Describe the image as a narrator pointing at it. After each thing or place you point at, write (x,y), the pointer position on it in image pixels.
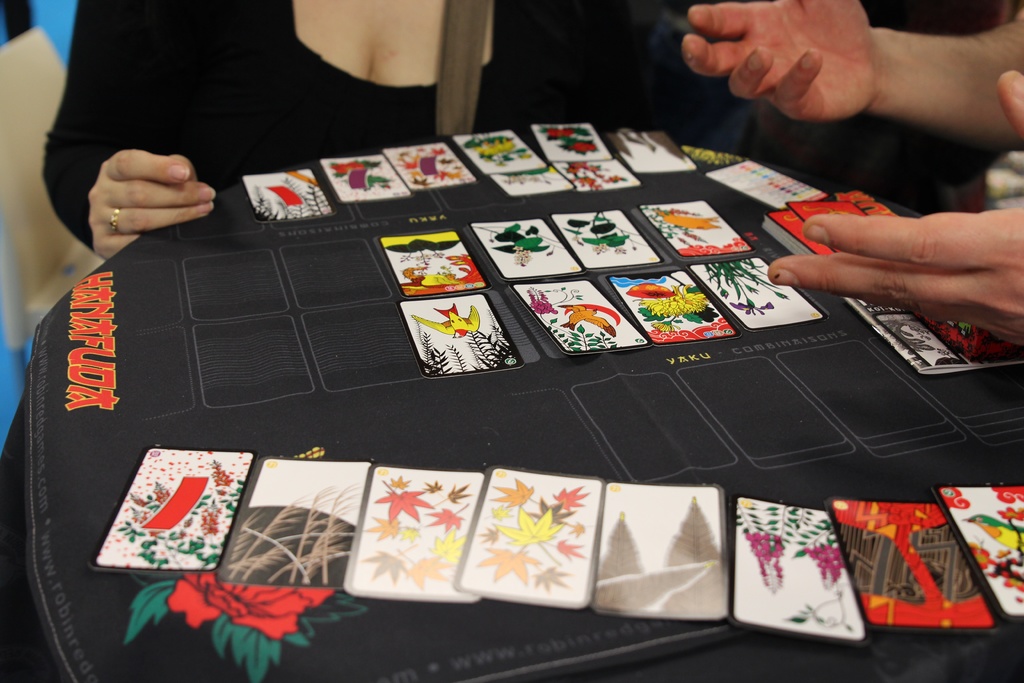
In this picture we can see a few people (106,73) are sitting and playing cards (437,546) on the table (792,417).
